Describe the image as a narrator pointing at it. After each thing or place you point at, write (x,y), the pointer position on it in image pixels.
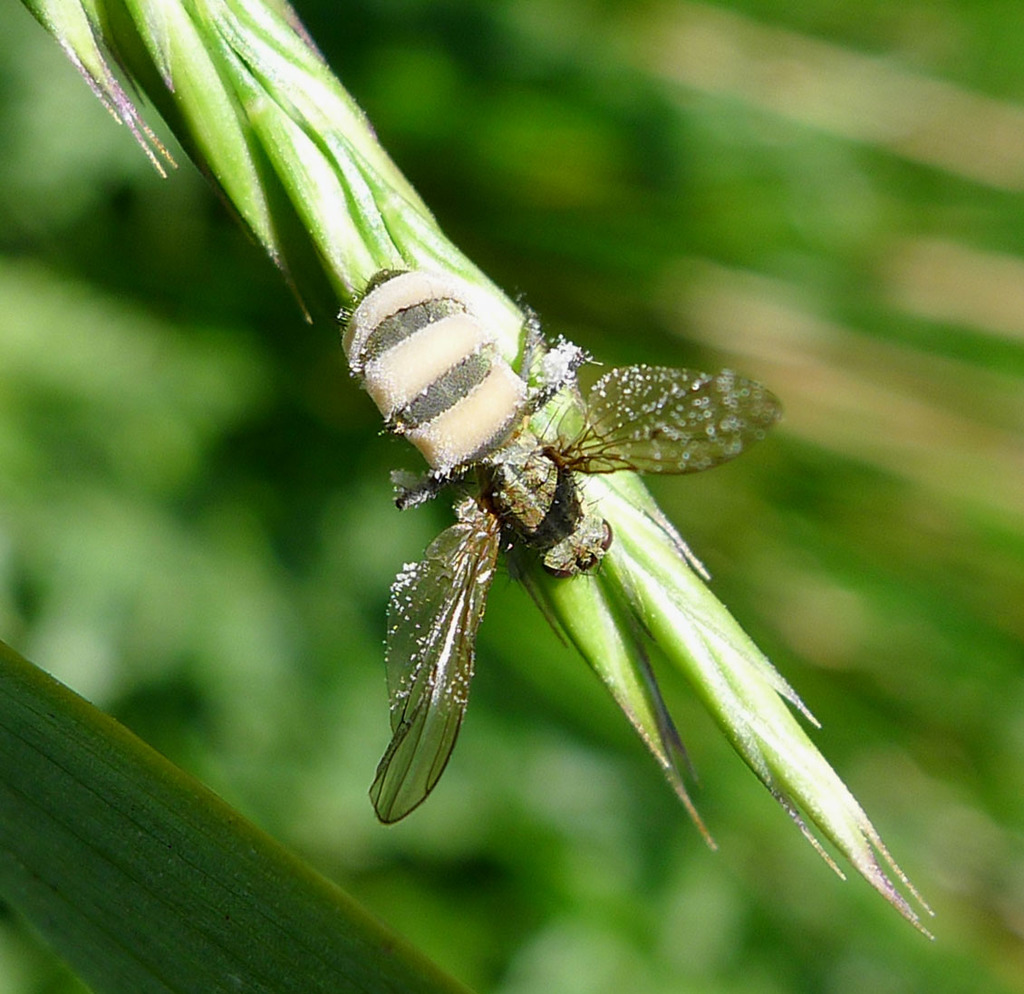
In the image we can see a insect (565,518) on a leaf (199,46). Background of the image (340,11) is blur.
